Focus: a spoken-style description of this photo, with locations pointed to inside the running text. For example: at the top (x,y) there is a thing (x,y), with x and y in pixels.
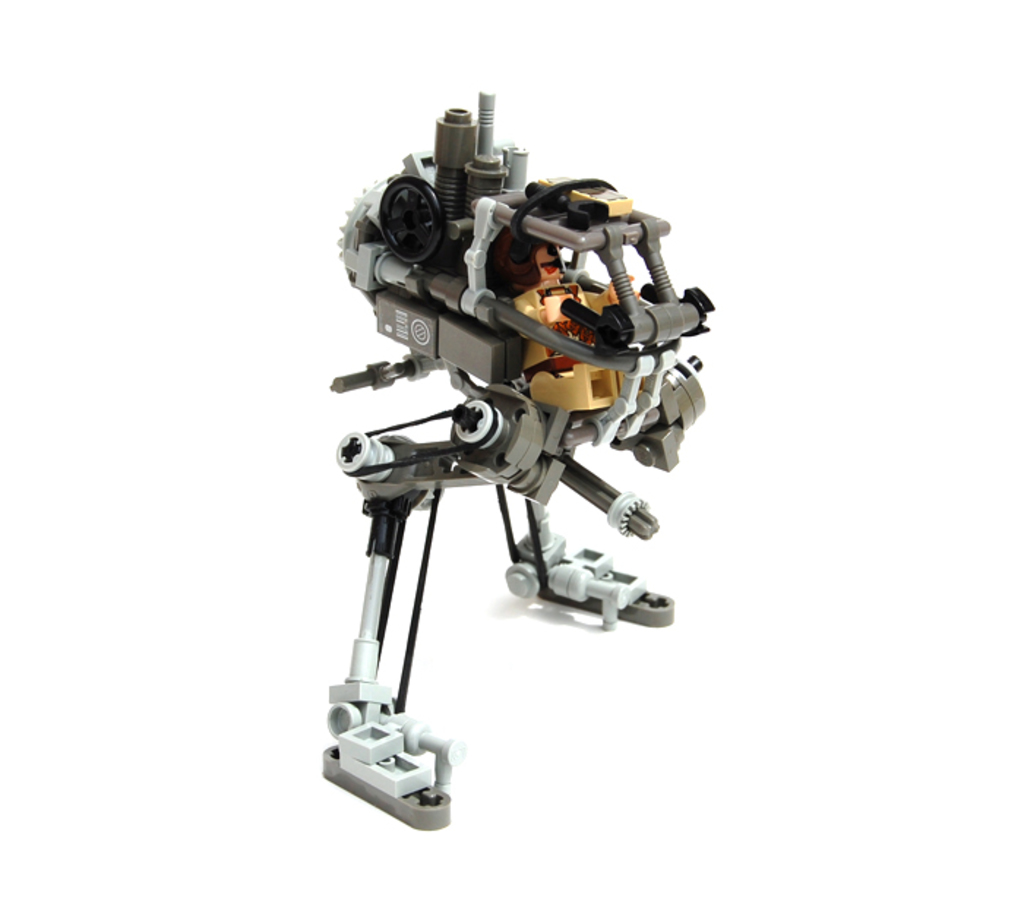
In this image we can see a toy (461,371).
